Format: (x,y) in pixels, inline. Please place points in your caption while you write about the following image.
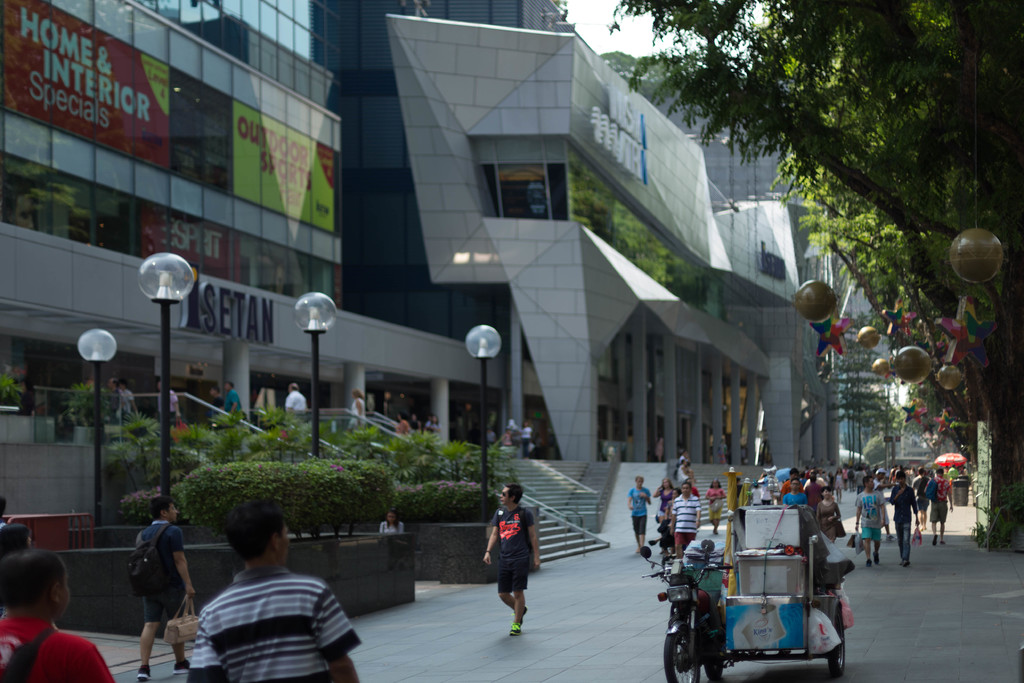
This is an outside view. At the bottom (276,625), I can see a crowd of people (306,629) walking on the road (579,613) and also there is a vehicle (704,632). Beside the road (455,631) there are few poles (168,430). In the background (517,259) there are many buildings (676,223) and trees (860,143). On the left side (237,481) there are few plants (309,481). At the top of the image (592,19) I can see the sky (593,22).
